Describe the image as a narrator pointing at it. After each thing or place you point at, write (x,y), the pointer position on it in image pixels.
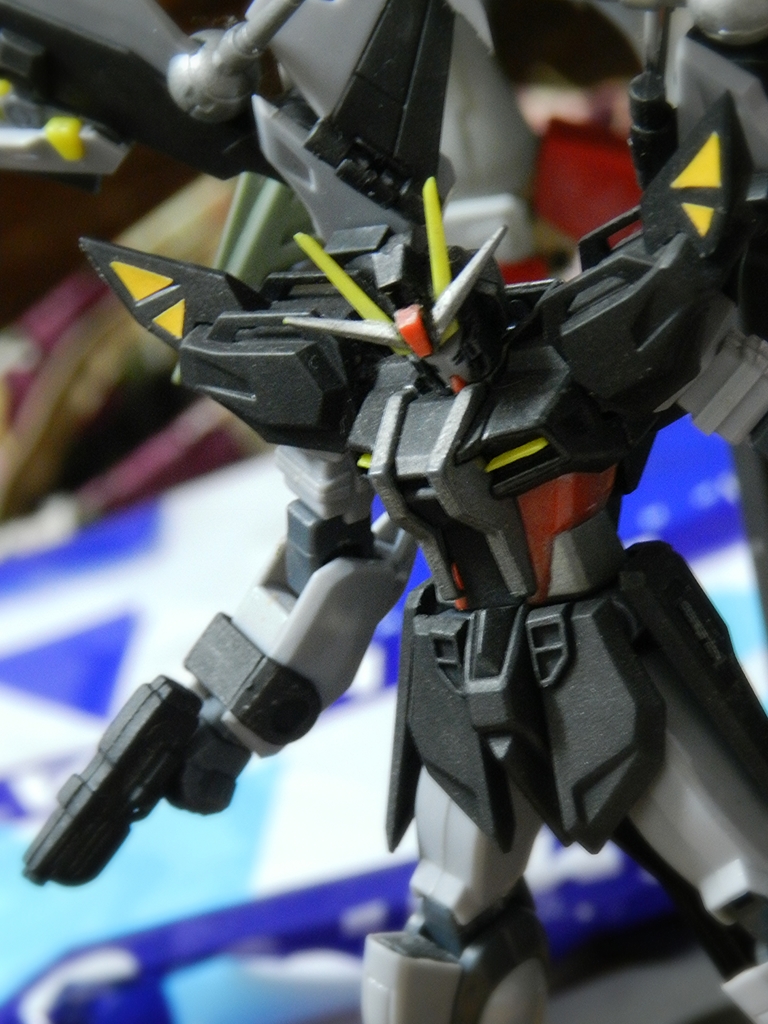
In this image I can see a toy (484,469) which is yellow, grey, red and black in color. In the background (183,441) I can see few blurred objects (117,476) which are blue, white, black and yellow in color.
